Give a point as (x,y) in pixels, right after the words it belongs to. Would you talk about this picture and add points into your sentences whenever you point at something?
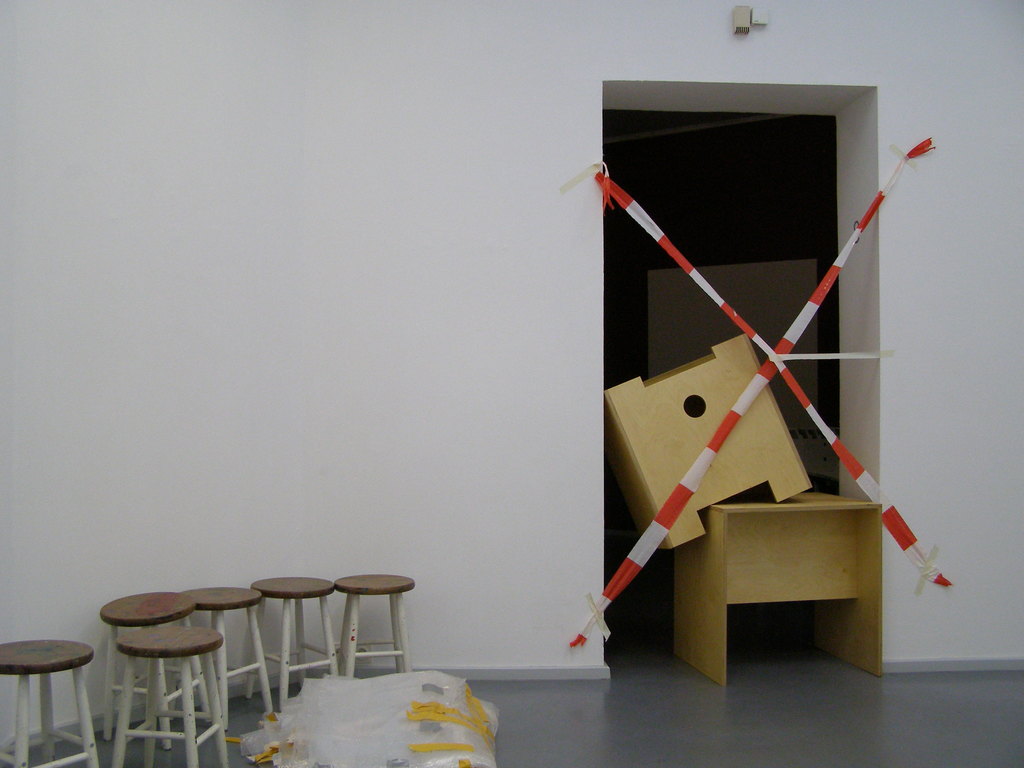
In this image we can see the stools (346,619) and also covers (440,733) on the floor (716,734). We can also see the wooden tables (719,469), entrance (685,337) and also the safety tapes (607,175). We can also see the plain wall (511,162).
